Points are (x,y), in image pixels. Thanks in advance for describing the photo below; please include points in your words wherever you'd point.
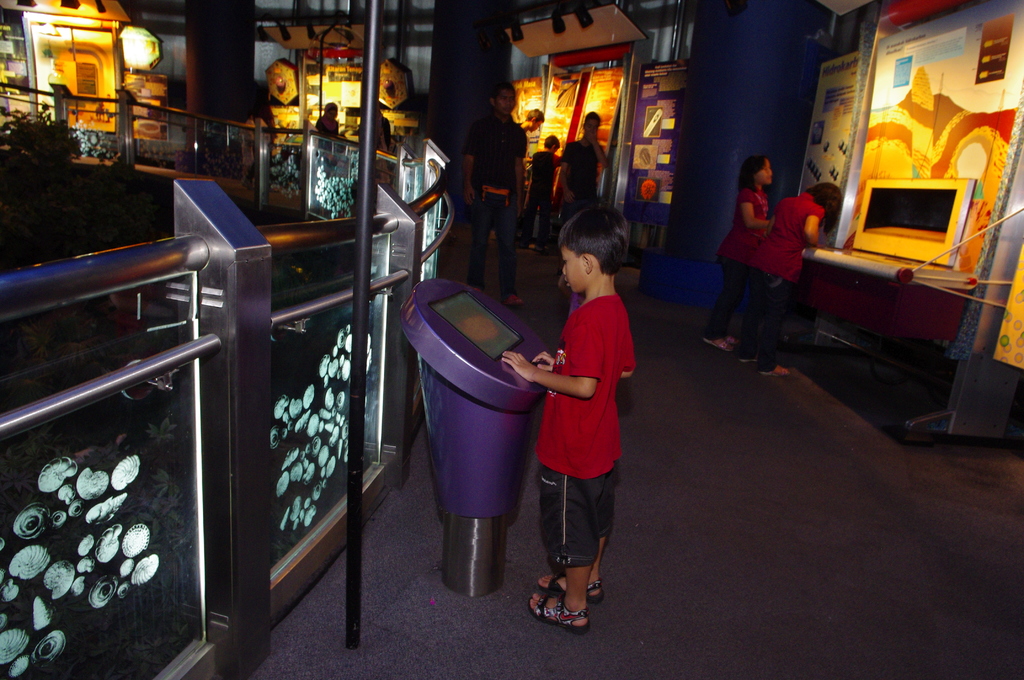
In the foreground of this picture (593,289) we can see a kid (588,289) wearing red color t-shirt (579,356) and standing. In the center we can see the group of persons (780,228). On the left (155,107) we can see the deck rail (340,239) and we can see there are some objects (483,326). In the background (314,89) we can see the lights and some pictures (911,131) and we can see many other objects (913,294).
